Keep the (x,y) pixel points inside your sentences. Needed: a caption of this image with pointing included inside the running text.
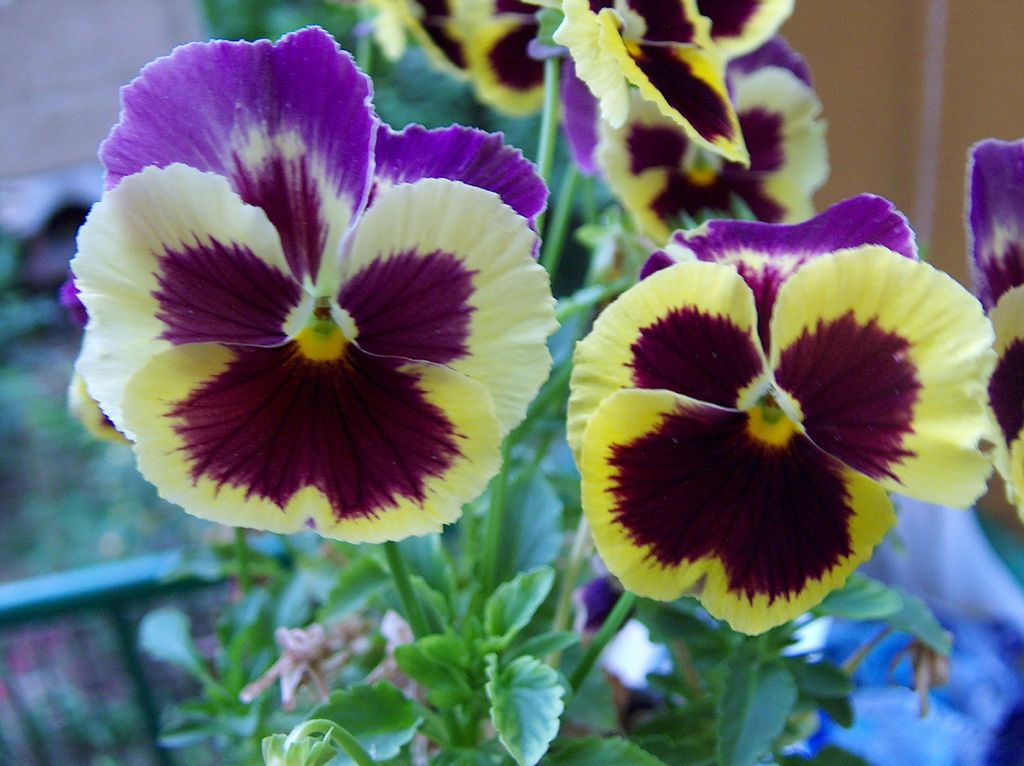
In the image I can see a plant (427,347) to which there are some flowers (450,517) which are in yellow and purple color.
